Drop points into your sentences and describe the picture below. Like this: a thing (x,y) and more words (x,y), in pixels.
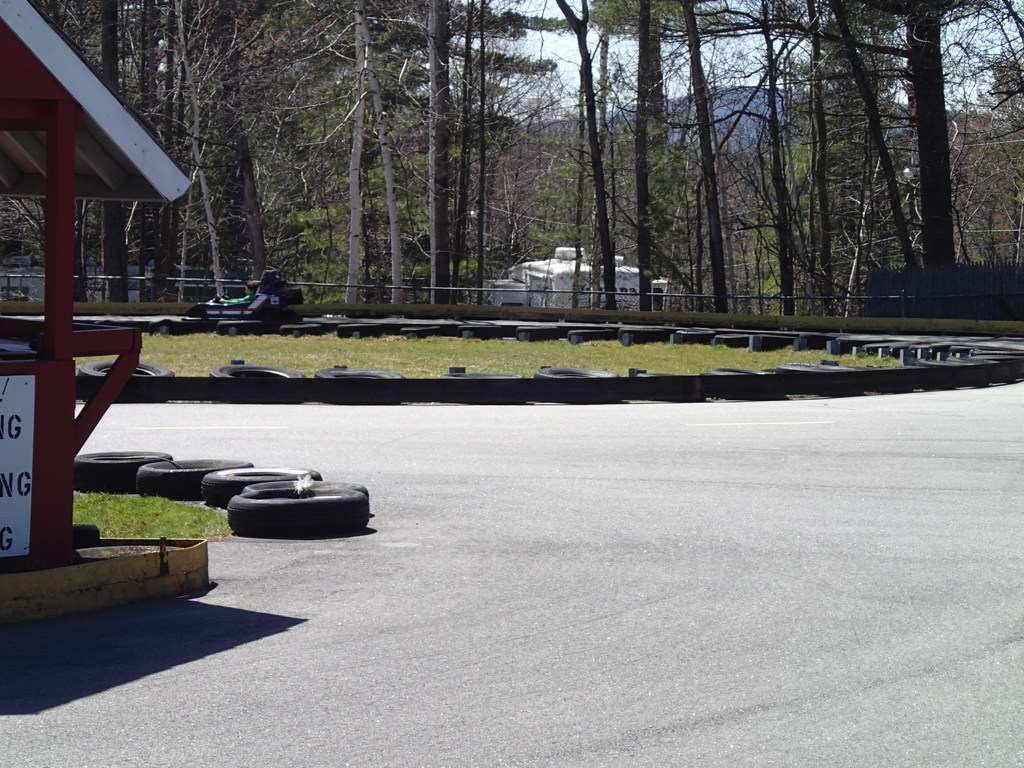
In the picture there is a go-karting area (398,465) and behind that area (244,297) there are tall trees (736,182).
